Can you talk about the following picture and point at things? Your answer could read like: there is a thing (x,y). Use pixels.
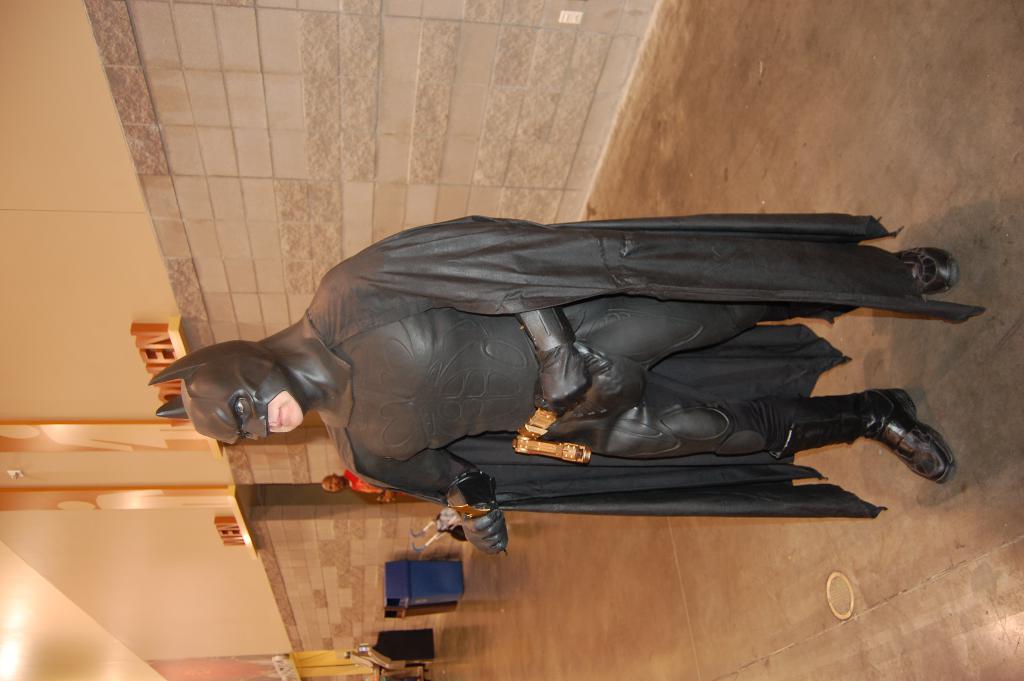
In this picture I can see a person (459,393) in a fancy dress (545,499) holding some objects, there are dustbins (390,569), there is a person (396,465) standing and there are some objects (424,531), and in the background (241,295) there is a wall (232,249).
